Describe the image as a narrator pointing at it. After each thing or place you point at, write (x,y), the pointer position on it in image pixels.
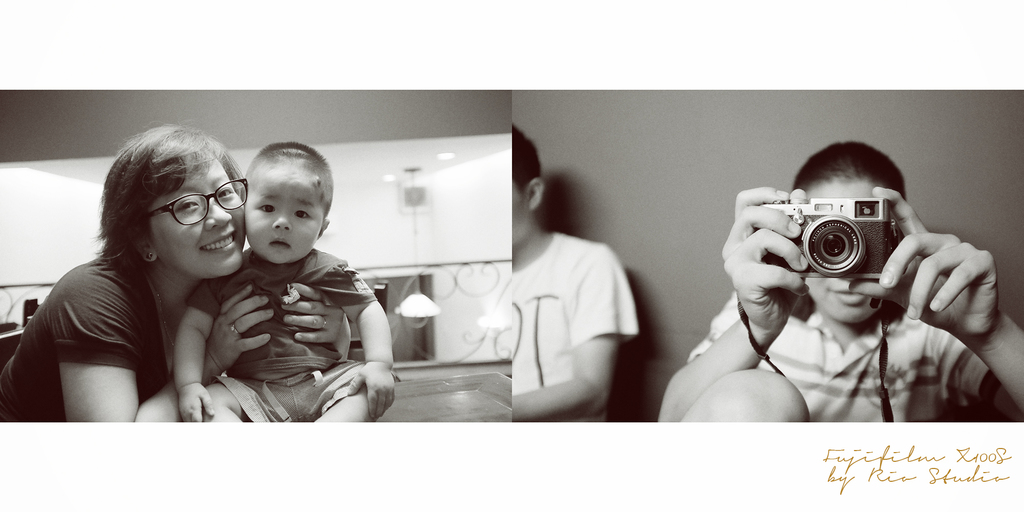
As we can see in the image there is a wall (668,278), few people (111,237) sitting and the man (855,298) on the right side (859,286) is holding camera (860,272).
